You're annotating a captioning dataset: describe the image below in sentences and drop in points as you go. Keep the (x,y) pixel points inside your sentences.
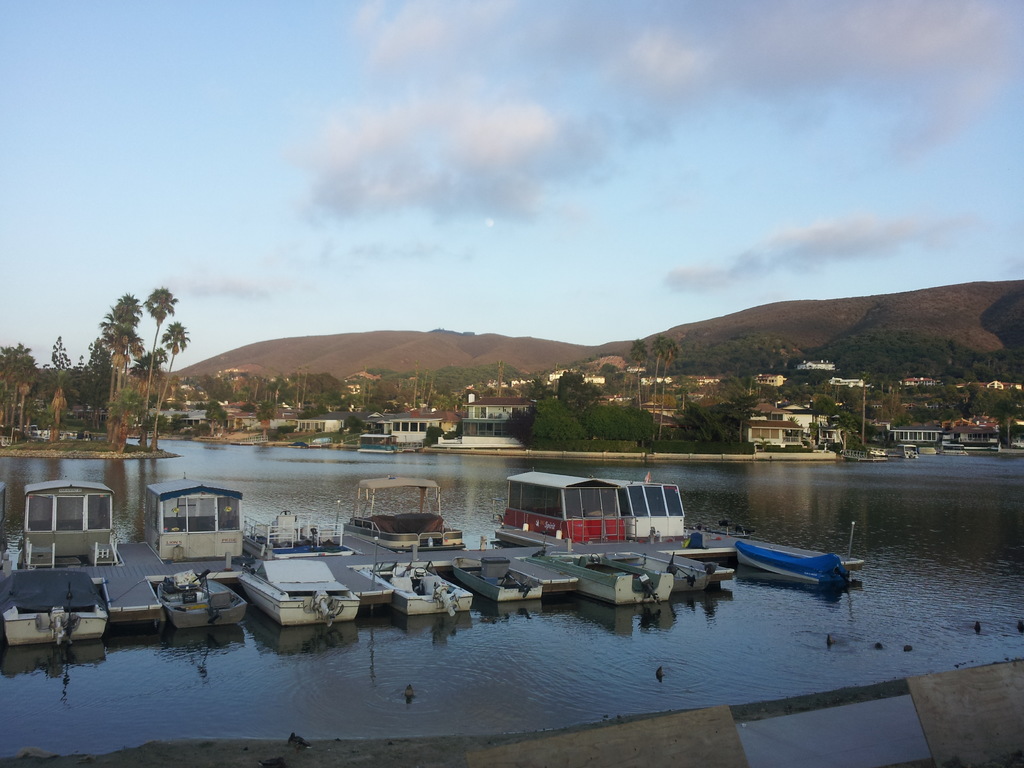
In this picture we can see boats (615,600) on the water (625,640). There are trees (152,405), houses (500,423), poles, and a mountain (248,363). In the background (716,270) there is sky (717,211) with clouds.
